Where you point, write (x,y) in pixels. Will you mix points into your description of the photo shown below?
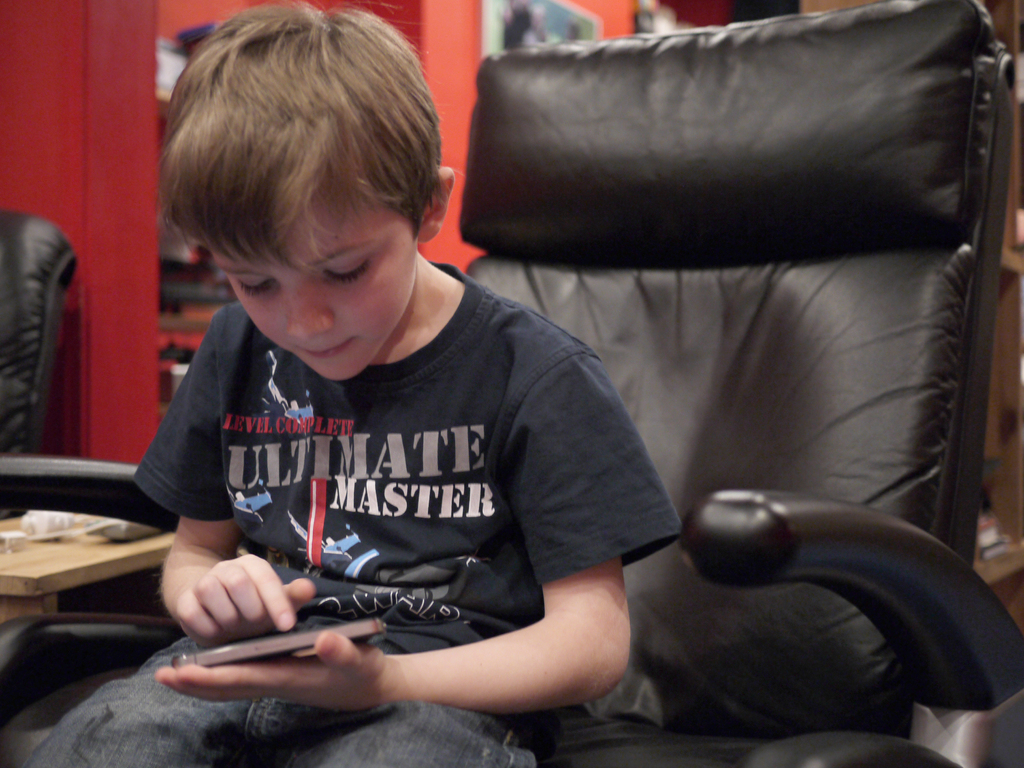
In this picture there is a boy (265,515) playing with a mobile (340,631), sitting in the chair (749,329). In the background (134,57) there is a wall (115,167).
